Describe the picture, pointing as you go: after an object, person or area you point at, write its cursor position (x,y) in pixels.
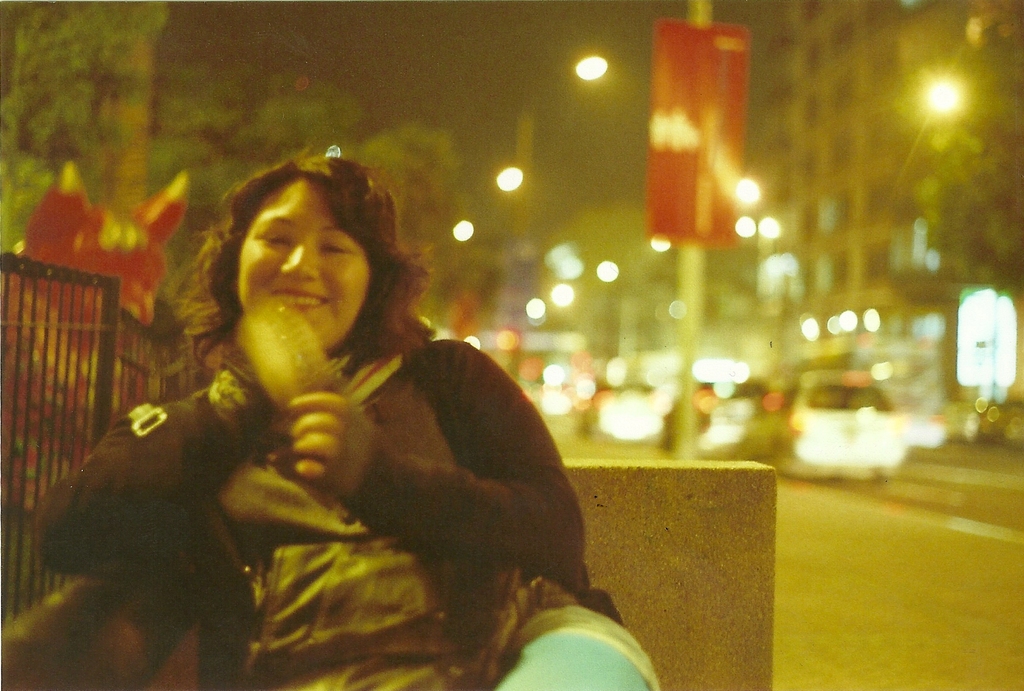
In the center of the image (355,340) there is a person (322,406) sitting on the bench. In the background (840,383) we can see cars (847,402), poles (533,281), buildings (794,185), street lights (588,75), trees (167,87) and sky (372,41).
